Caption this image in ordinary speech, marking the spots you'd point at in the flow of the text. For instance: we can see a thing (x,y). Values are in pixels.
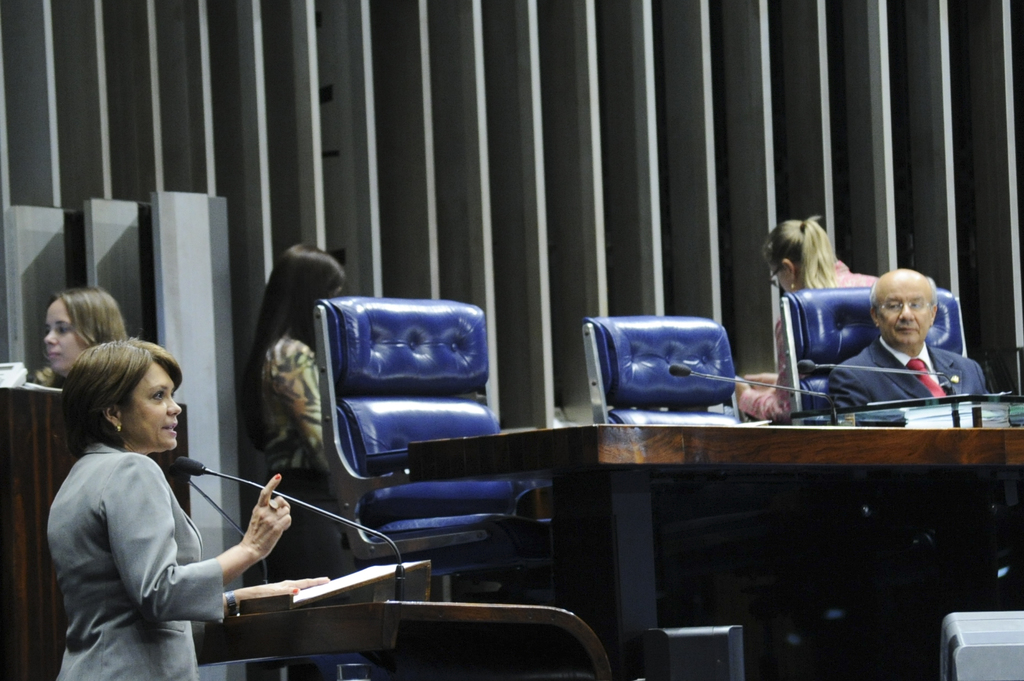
This image consists of a table (603,459), chairs (684,418), mics (368,528), a podium (378,580) and a monitor (944,629). In the left side of the image (73,621) there is a woman (151,669) standing. In the right side of the image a man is sitting on a chair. At the background (207,161) there is a wall (621,130).
